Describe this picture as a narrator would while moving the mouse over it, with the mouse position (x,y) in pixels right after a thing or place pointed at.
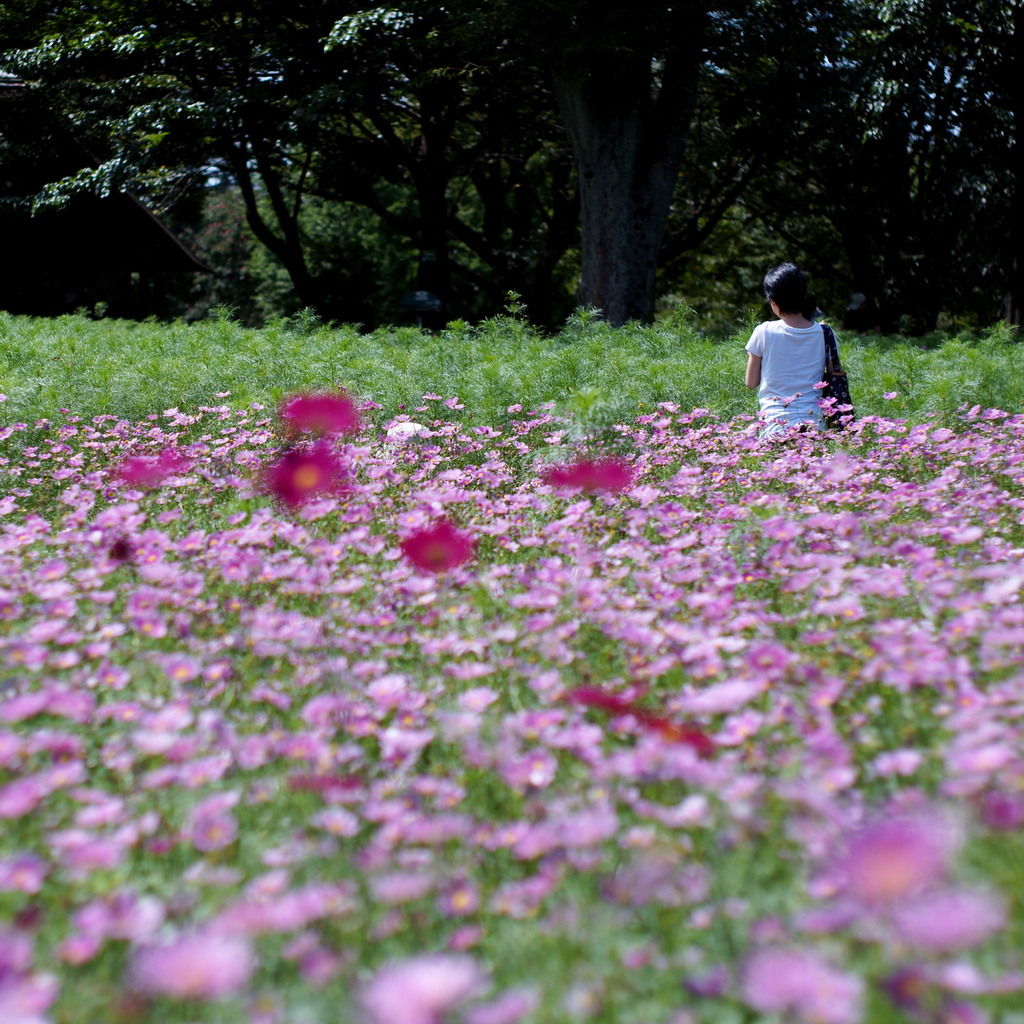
In this picture we can see a few flowers (213,834) at the bottom of the picture (906,830). We can see a person (795,370) wearing a handbag (841,386). There are some plants (401,360), trees (411,170) and an object (42,289) is visible on the left side (102,253).
